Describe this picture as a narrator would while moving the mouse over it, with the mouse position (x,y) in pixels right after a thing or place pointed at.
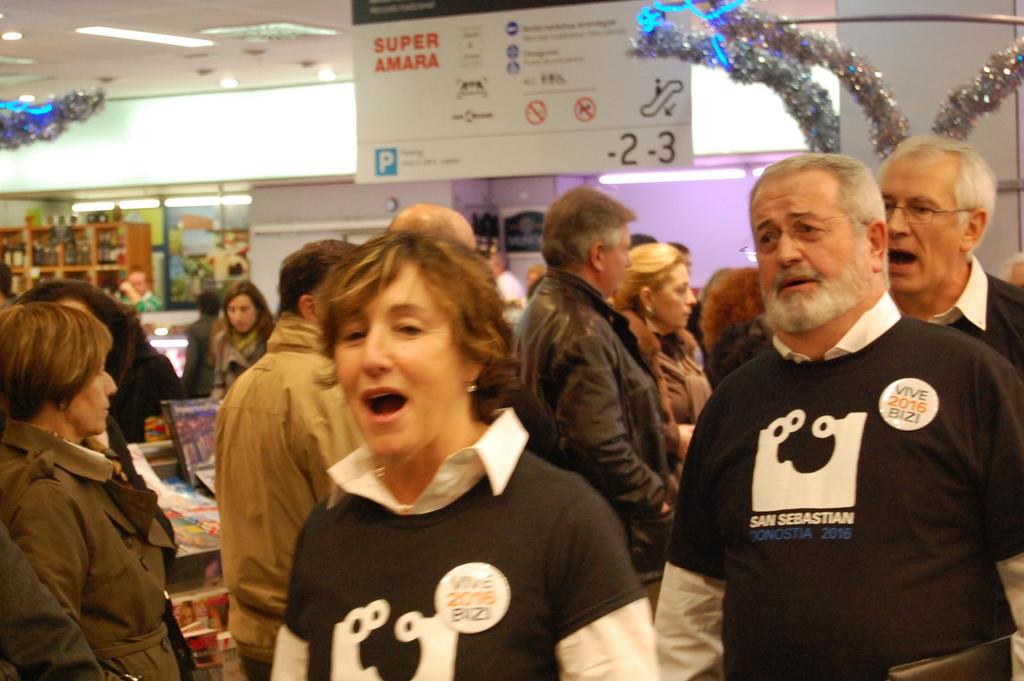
There are people (70,288). At the top (825,82) we can see decorative items (3,119) and ceiling lights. We can see objects (202,486) on the platform (146,453). In the background (326,214) we can see wall (509,198), lights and objects (71,253) in racks (115,279).
